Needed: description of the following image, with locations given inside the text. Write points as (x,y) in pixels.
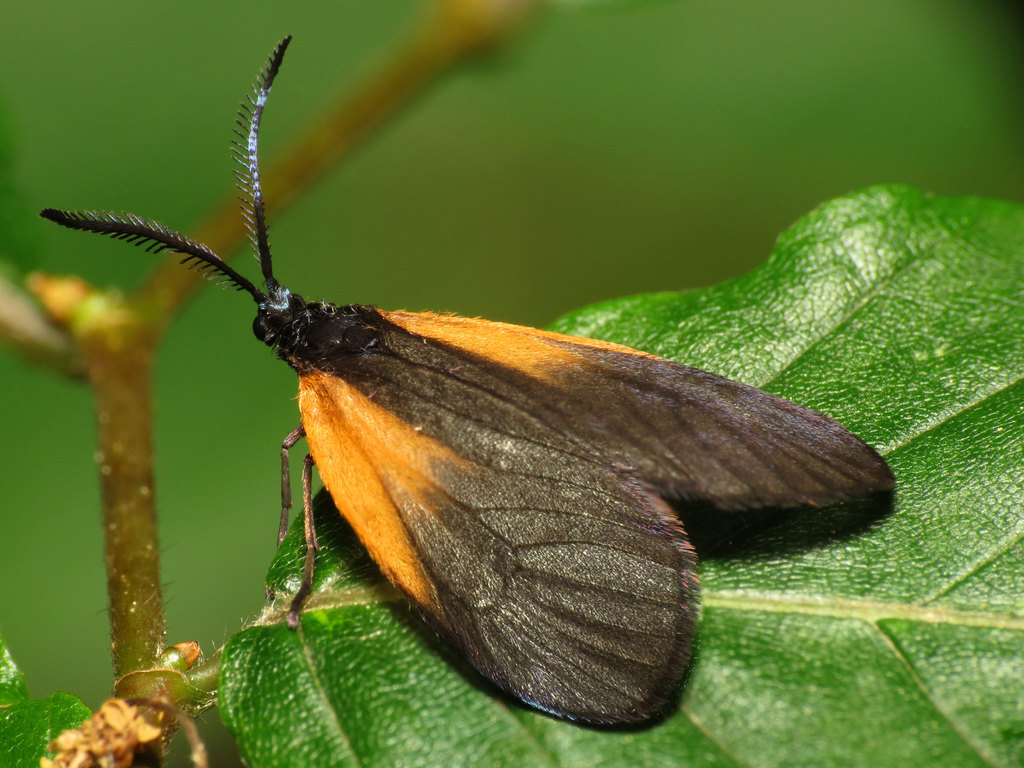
In this image I can see an insect (556,575) on the leaf (435,704). The insect (545,592) is in orange and black color and the leaf (342,678) is in green color.
